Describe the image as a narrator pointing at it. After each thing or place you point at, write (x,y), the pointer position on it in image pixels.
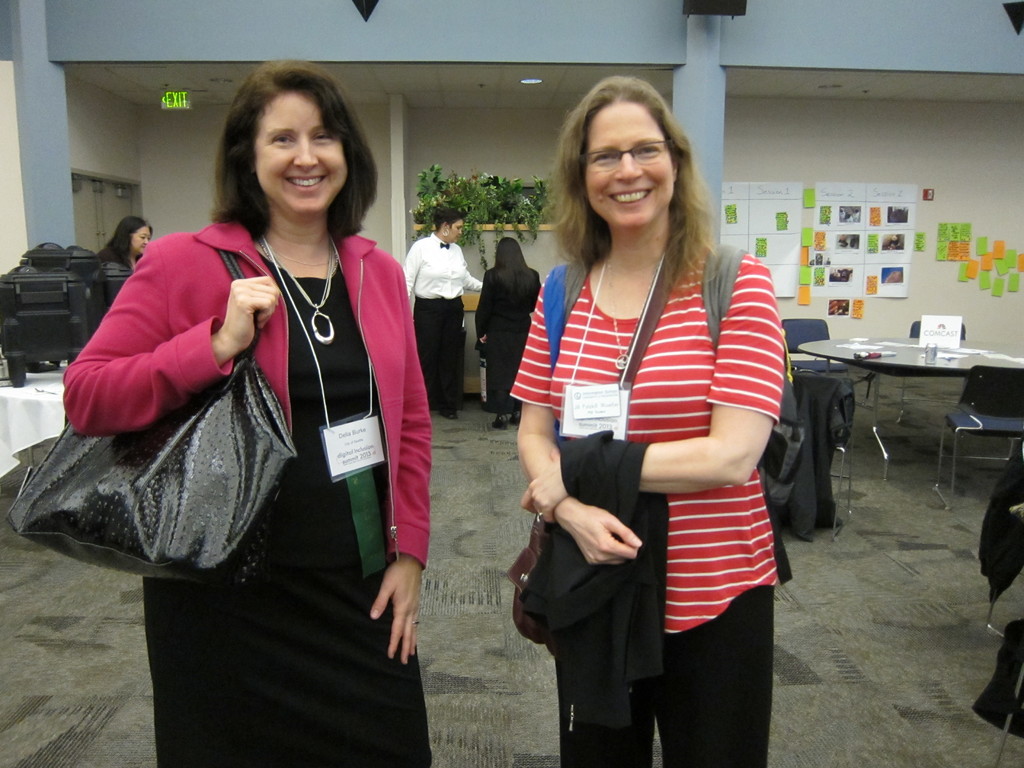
This picture shows two women (327,387) Standing and one of them holding a handbag (255,341) in hand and we see two people (452,356) standing on the back (537,287) and we see a table (857,341) and couple of chairs (985,423) and we see posters (886,201) on the wall (880,157).
